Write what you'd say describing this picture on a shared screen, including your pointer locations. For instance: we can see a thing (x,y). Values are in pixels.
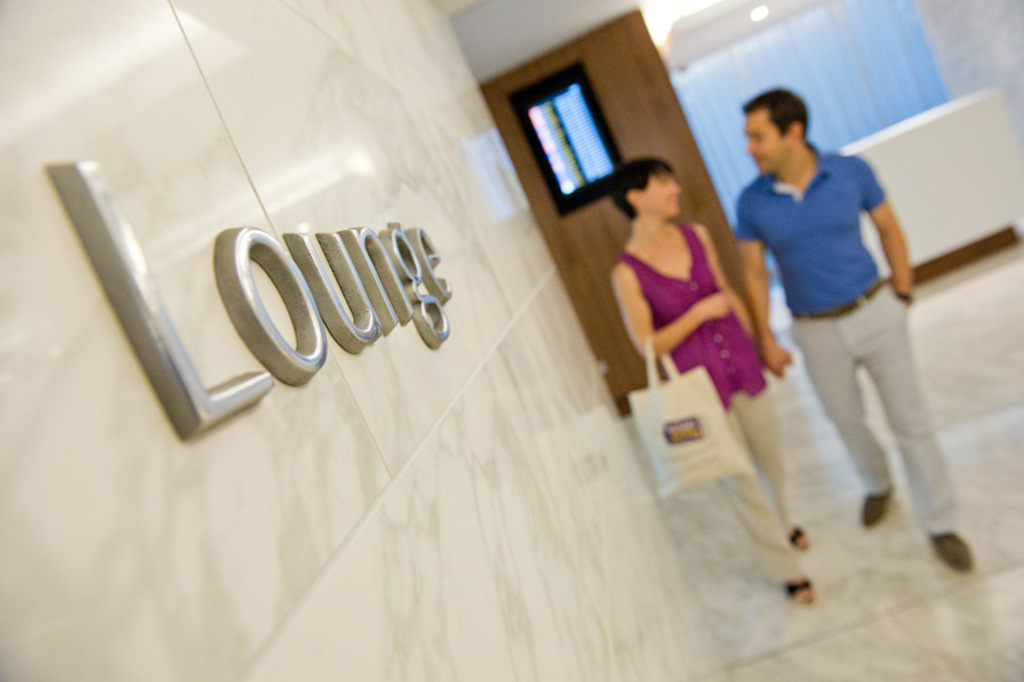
In this image there are letters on the wall (380,658), two persons (751,342) standing, a person (640,290) with a bag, light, table (1000,110), curtain (842,144).
